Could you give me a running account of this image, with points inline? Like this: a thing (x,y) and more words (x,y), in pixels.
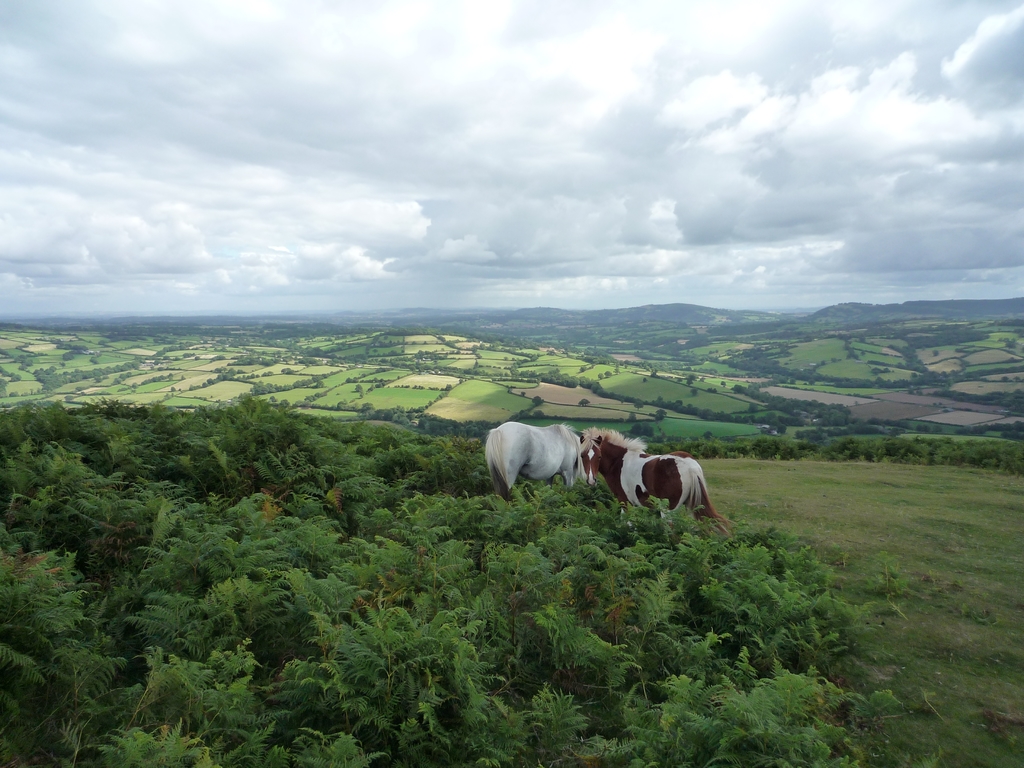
In this picture in the front (376,566) there are plants (443,497). In the center (525,443) there are animals (573,443). In the background (622,401) there are trees (671,362) and there is grass (625,368) on the ground (467,338) and the sky (602,125) is cloudy.
